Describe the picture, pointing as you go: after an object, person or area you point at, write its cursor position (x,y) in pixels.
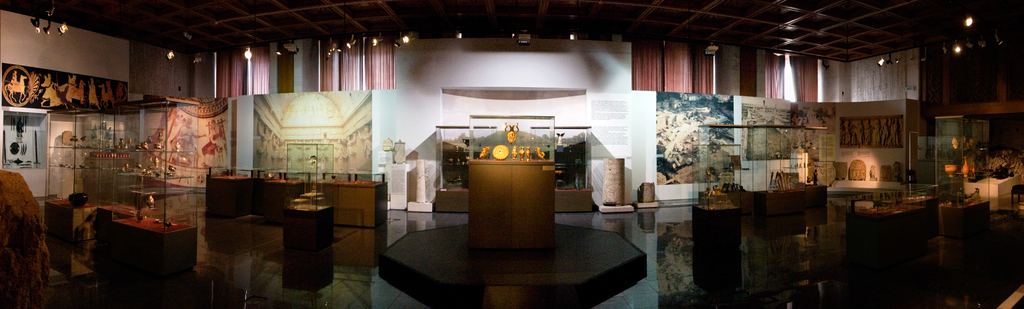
In this image I can see few glasses boxes (453,141), inside it I can see few objects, at back (351,110) I can see few frames (256,115) attached to the wall (243,120), curtains (367,78) in brown color and few lights (246,52).
